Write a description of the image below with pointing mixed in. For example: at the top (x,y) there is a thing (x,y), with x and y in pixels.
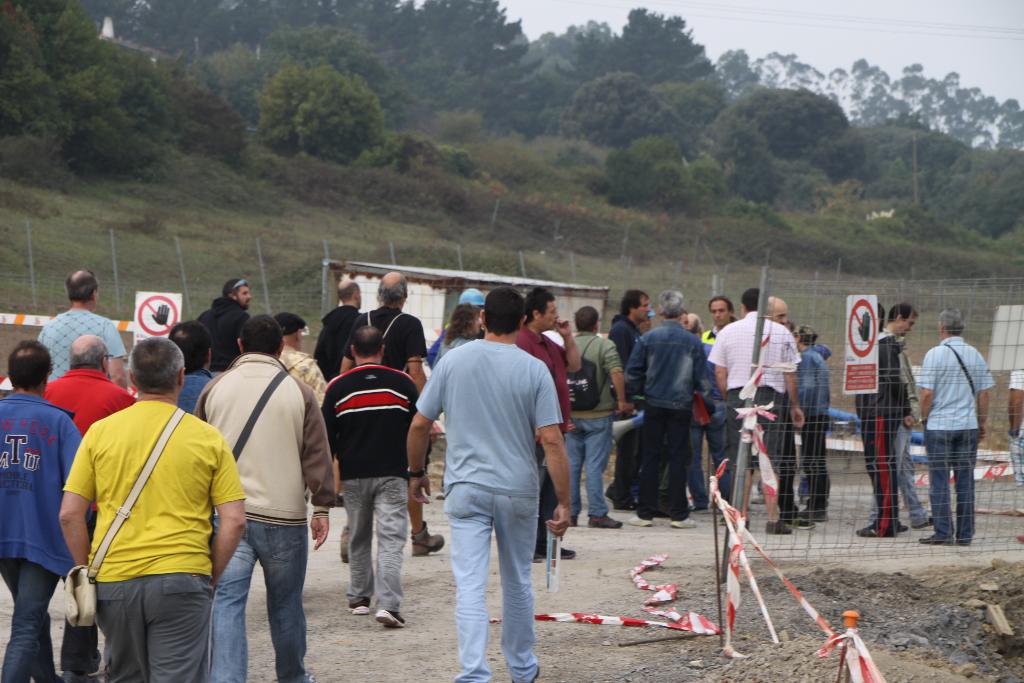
In this picture there are people (678,315) in the center of the image (668,307) and there is boundary (995,409) in front of them and there are trees (149,5) at the top side of the image (604,90).
